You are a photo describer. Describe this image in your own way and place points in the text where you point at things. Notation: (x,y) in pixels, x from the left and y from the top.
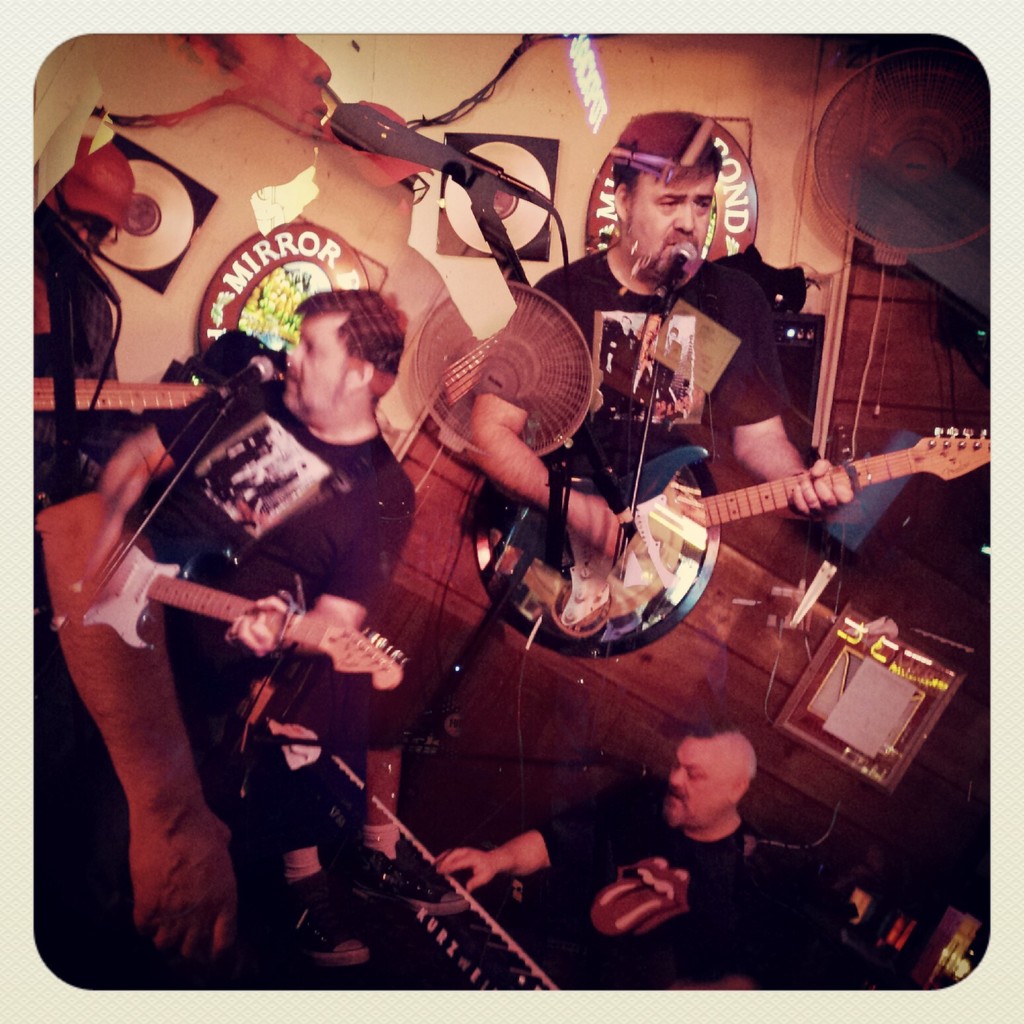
In this image I can see person (374,175) they are holding guitar (133,400), in the middle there is a mike (355,113), on the wall (563,76) visible at the top (738,148) and there are symbols (323,253) attached to the wall (741,107).
